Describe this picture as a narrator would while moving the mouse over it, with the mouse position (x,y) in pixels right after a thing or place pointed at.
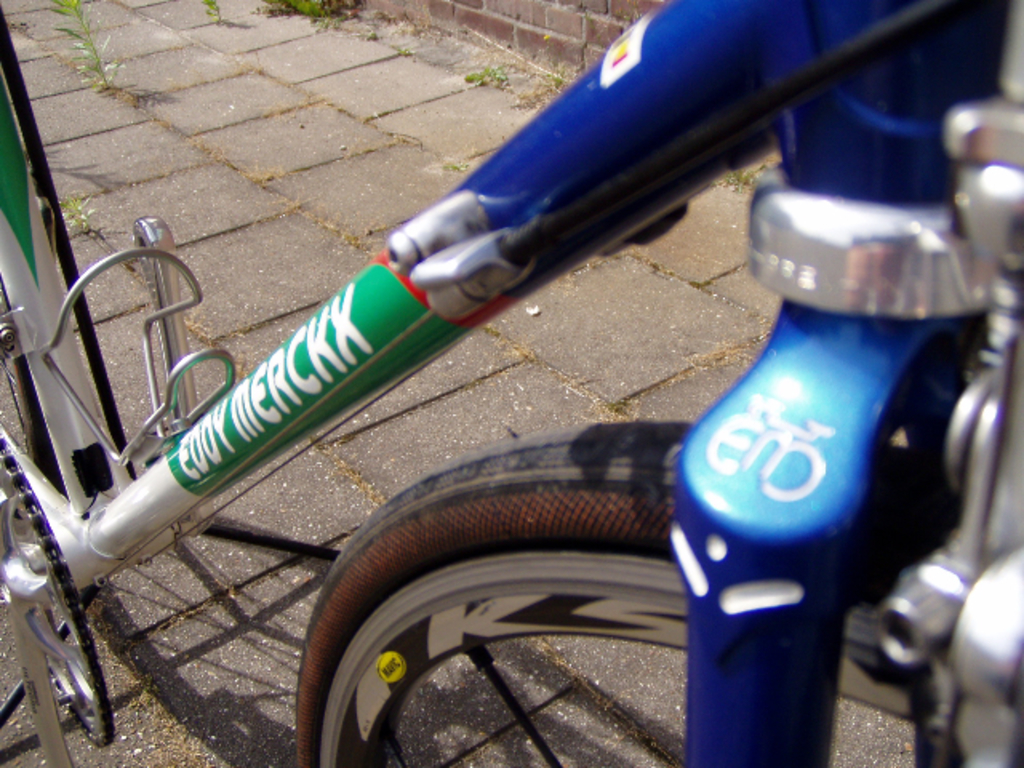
In this picture there is a bicycle (933,748) and there is text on the bicycle (353,351). At the back (597,10) there is a wall (538,13). At the bottom (249,599) there are plants (90,215) and there is a pavement (206,90).
